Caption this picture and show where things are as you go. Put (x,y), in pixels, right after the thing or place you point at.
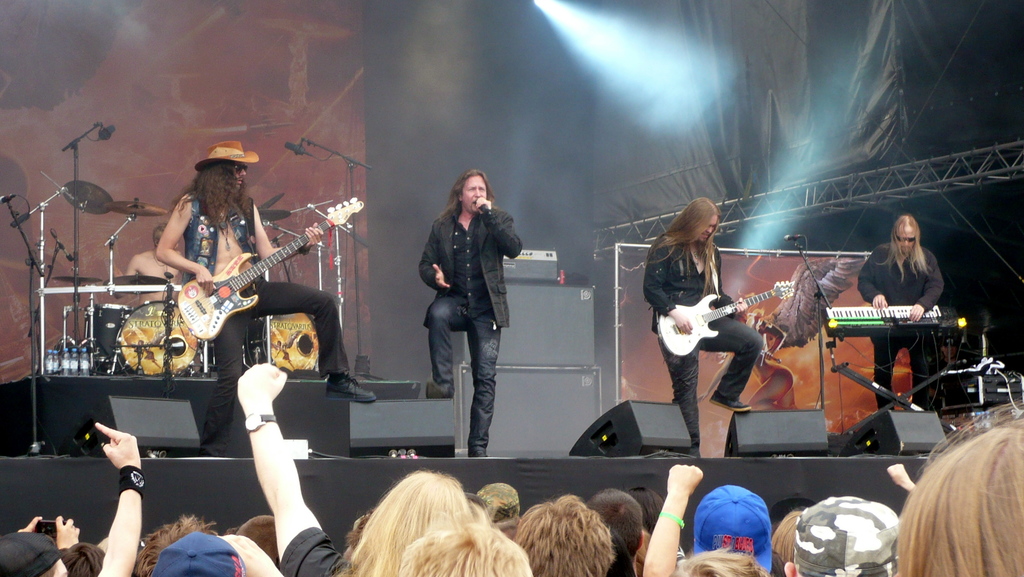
In the image we can see five persons (495,225) were on the stage (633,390) and two of them holding guitar (185,283). The center person (499,316) he is holding microphone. In the bottom (423,515) we can see group of persons (664,530) were standing, they were audience (580,524). In the background (702,73) there is a wall (434,137), sheet (722,72), speaker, water bottle (65,366) and few musical instruments (95,319).
